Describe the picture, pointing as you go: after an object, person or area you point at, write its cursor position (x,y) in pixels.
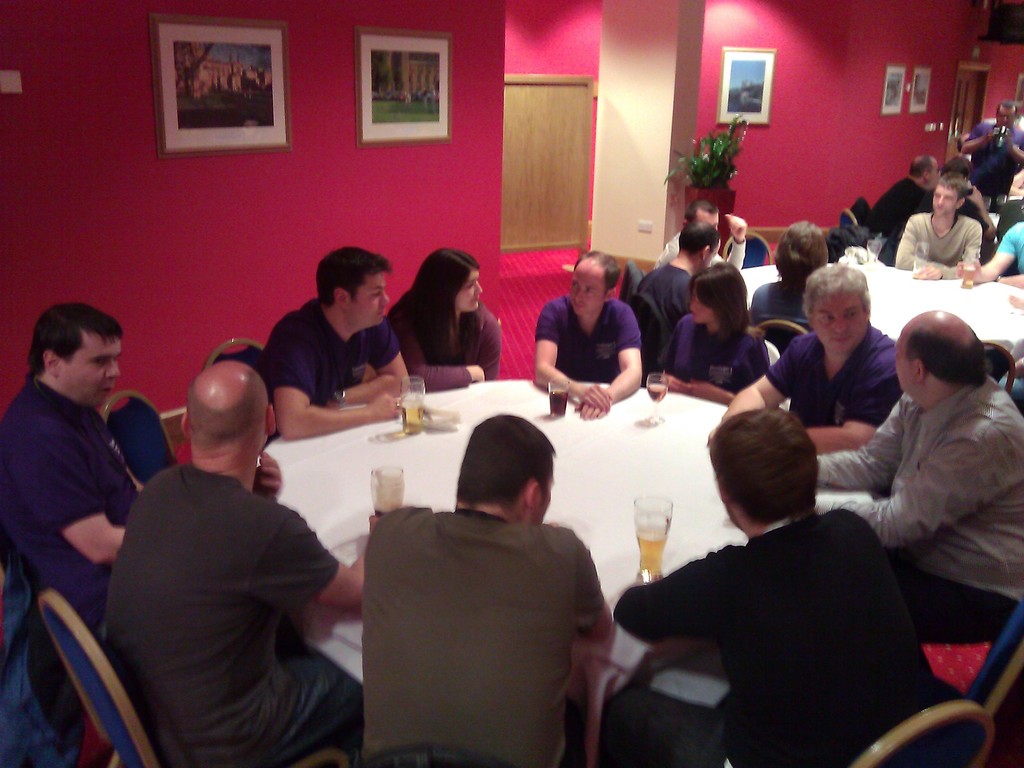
As we can see in the image, there are few people (926,359) sitting on chairs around table (415,456). On table (415,437) there are glasses (555,409) and on wall (238,179) there are few frames (390,105).
